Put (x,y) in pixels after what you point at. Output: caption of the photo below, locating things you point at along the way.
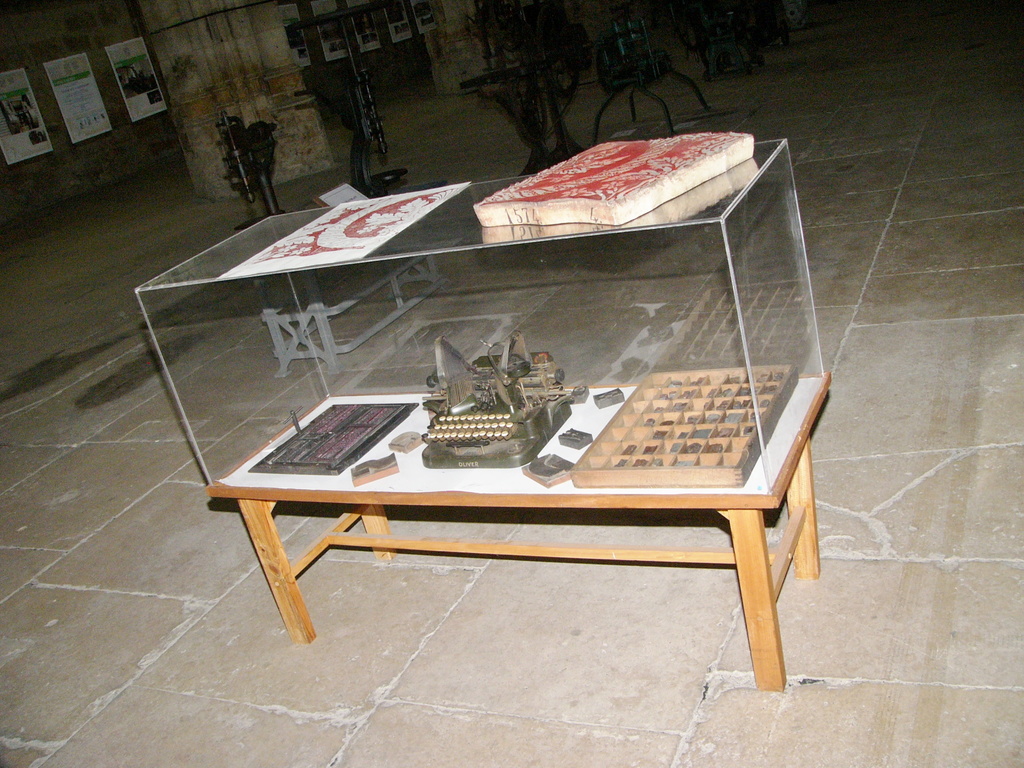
In this image there is a table (521,473) on which there is a typing machine (470,409) in the middle (473,412). Beside the machine (520,427) there is a tray (673,448). They both are kept in the glass block (570,368). Above the glass (586,242) there is a object (594,174) which looks like a wooden piece (664,173). In the background (623,77) there are machines (554,70) kept on the floor (889,61). On the left side (86,106) there is a wall (50,106) on which there are posters (89,98).
